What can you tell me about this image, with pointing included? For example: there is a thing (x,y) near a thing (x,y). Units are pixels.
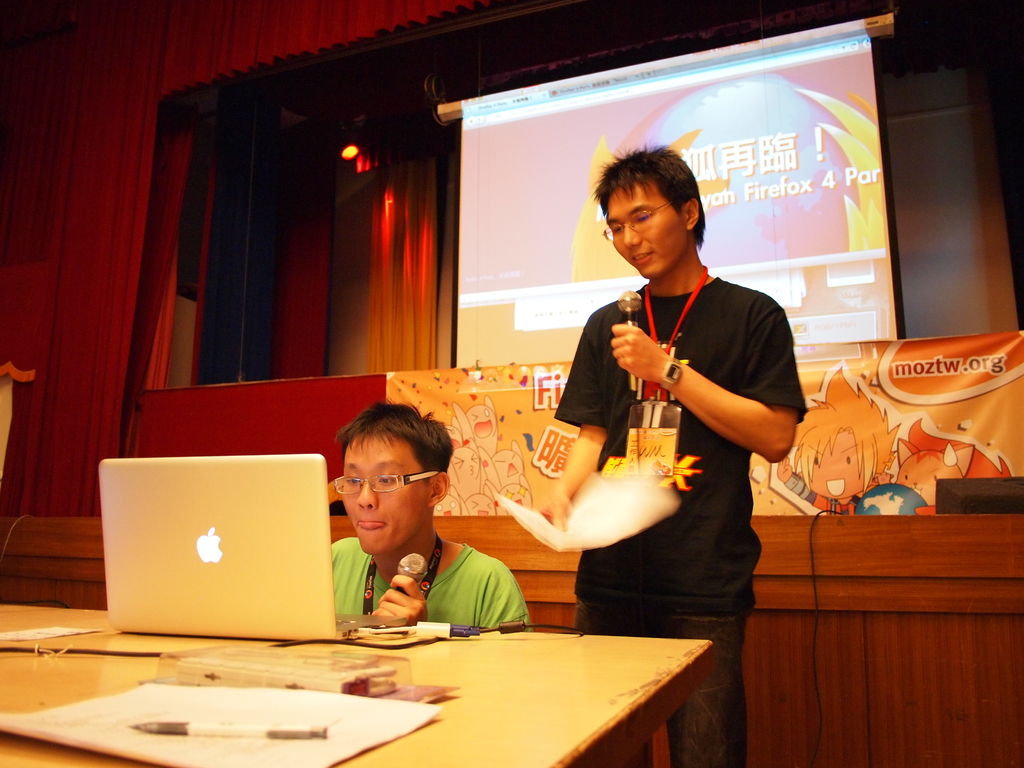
The person (447,561) wearing green dress (456,588) is operating a mac book (314,558) which is placed on the table (456,721) and there is another person (628,440) standing behind him and the background (111,233) is red and there is also a projector (706,136) in the background (737,194).
